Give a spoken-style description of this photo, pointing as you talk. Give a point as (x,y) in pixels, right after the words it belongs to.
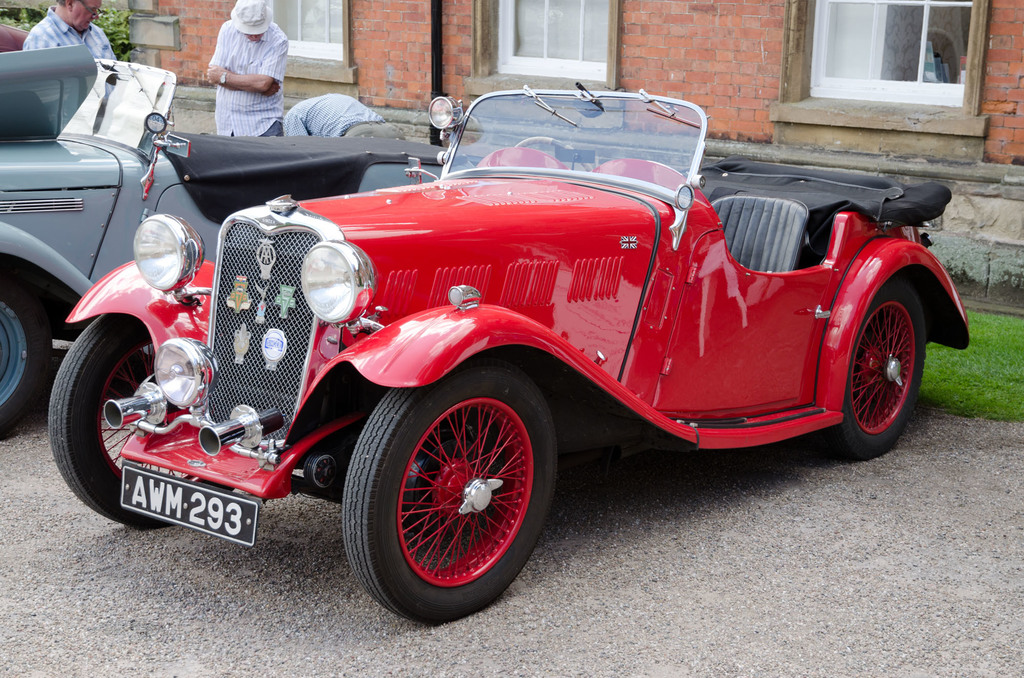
In this image I can see few vehicles (579,284). In front (632,288) the vehicle (485,268) is in red color, background (325,68) I can see two persons (226,60) standing and I can see the building (387,37) in brown color, few glass windows (954,51) and I can see few plants (121,16) in green color.
